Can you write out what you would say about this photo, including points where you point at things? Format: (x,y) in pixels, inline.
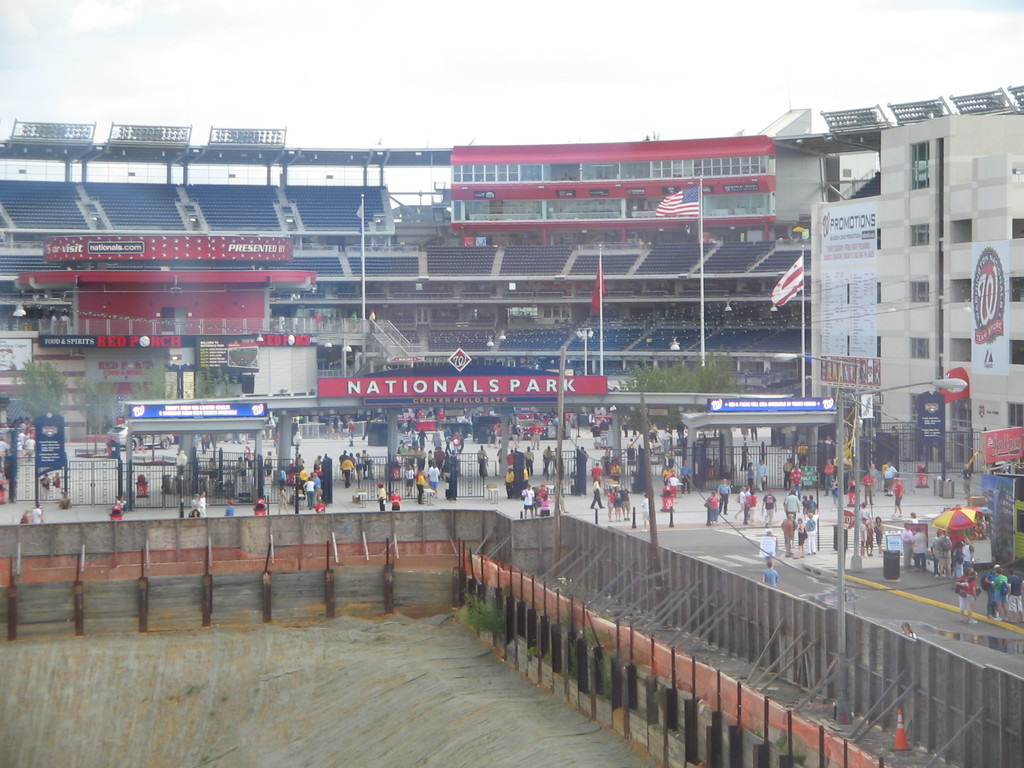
In this image few persons (1019,591) are walking on the road (754,551). There is an arch (237,404). Before it there is fence (477,489). Behind the arch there are few trees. Behind there are few persons (351,479) walking on the road (321,449). There is a stadium (221,394). Beside there are few buildings (848,299). Right side (949,518) there is an umbrella (965,516). Under it there are few persons (957,565) standing. Bottom of image (575,636) there is fence (101,612). Top of the image (622,50) there is sky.
